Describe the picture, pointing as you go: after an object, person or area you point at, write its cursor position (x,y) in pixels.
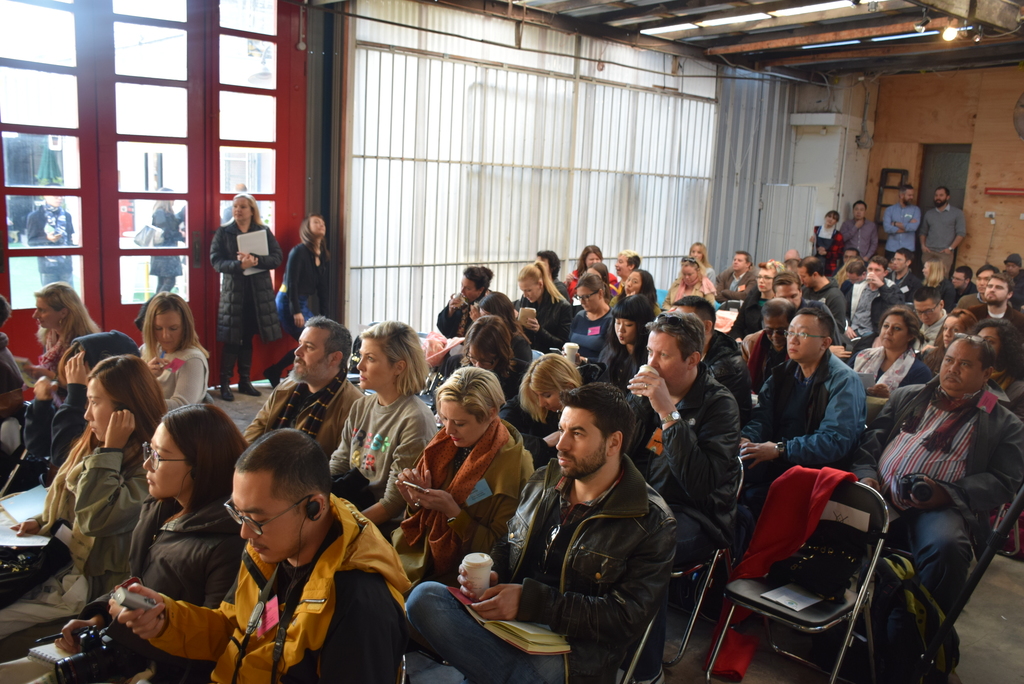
There are few people (556,482) here both men (753,381) and women (489,464) sitting on the chair (799,535). In the background (452,154) there is a wall (910,173) and few people (909,203) standing. There is a door (96,203) through window glass (125,69) we can see people (177,233) outside the room (148,196). On the roof top (931,35) there is a light (950,31).
